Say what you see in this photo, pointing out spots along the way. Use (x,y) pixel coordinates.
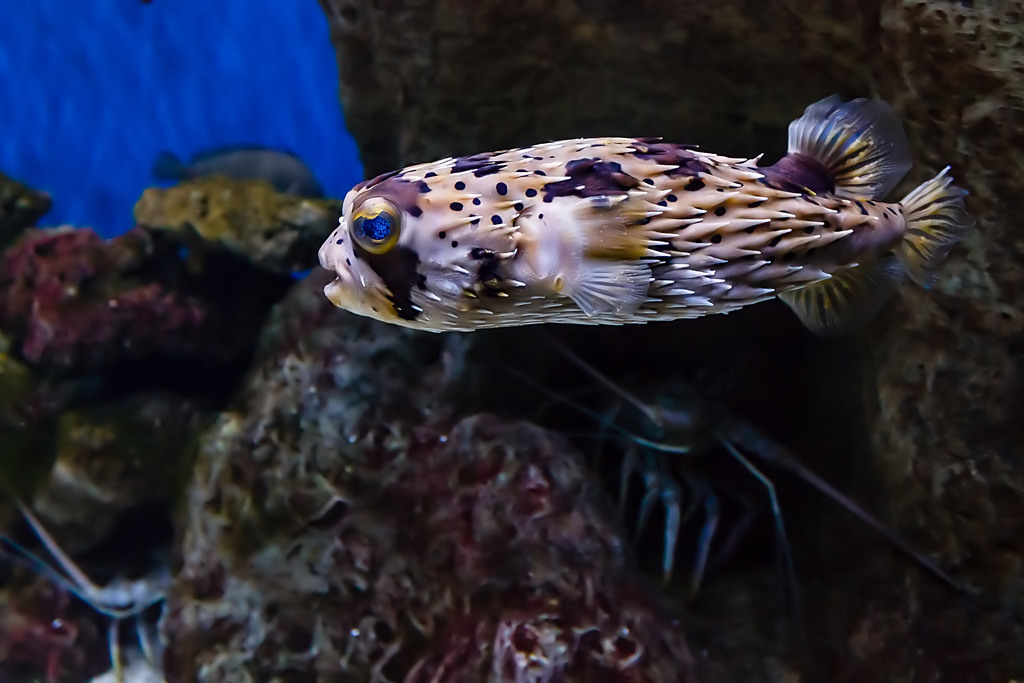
In this image I can see fish (420,322) in the front (875,115). In the background (414,154) I can see sea fungus (404,1) and one more fish (171,163). On the top left side of this image (218,120) I can see blue colour.
